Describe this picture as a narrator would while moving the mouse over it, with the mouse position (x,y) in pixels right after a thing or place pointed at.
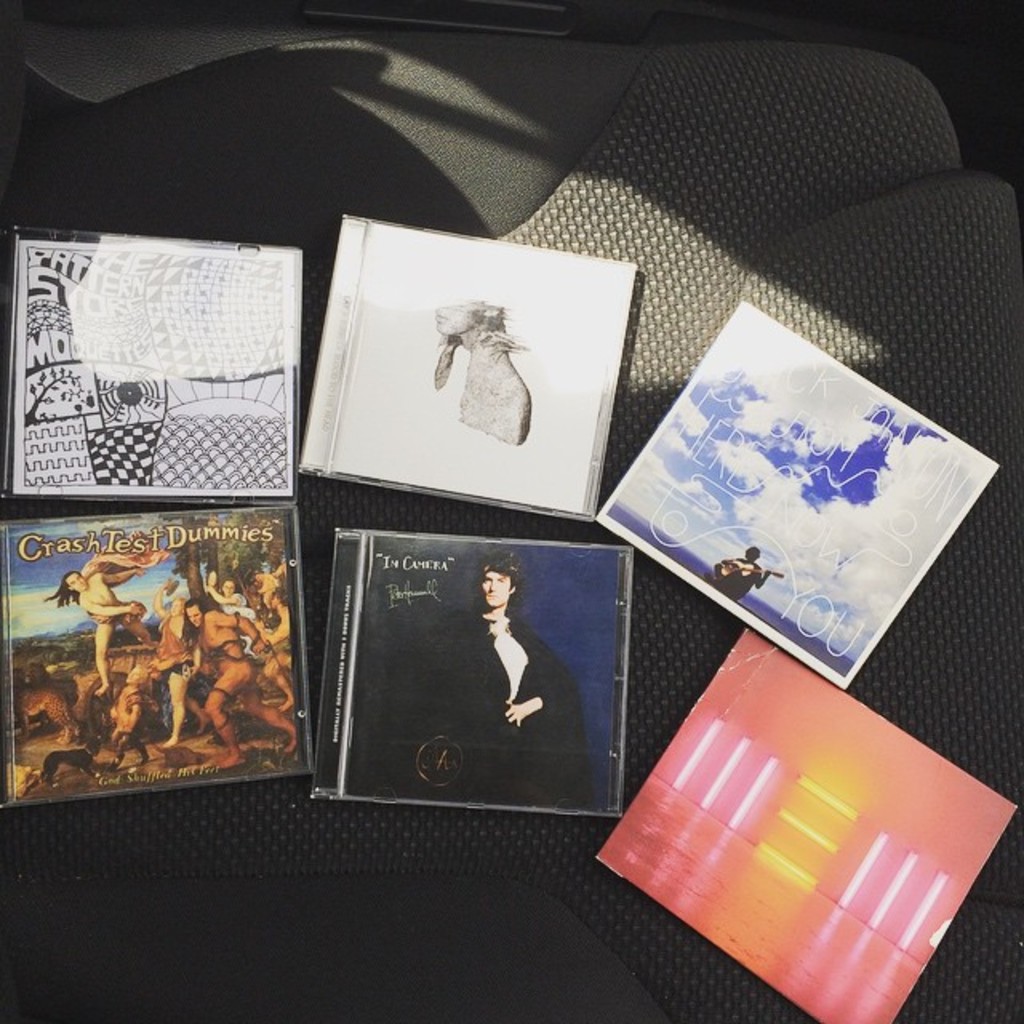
In this image, we can see some CD covers (515,631) are placed on the seat (595,204).
